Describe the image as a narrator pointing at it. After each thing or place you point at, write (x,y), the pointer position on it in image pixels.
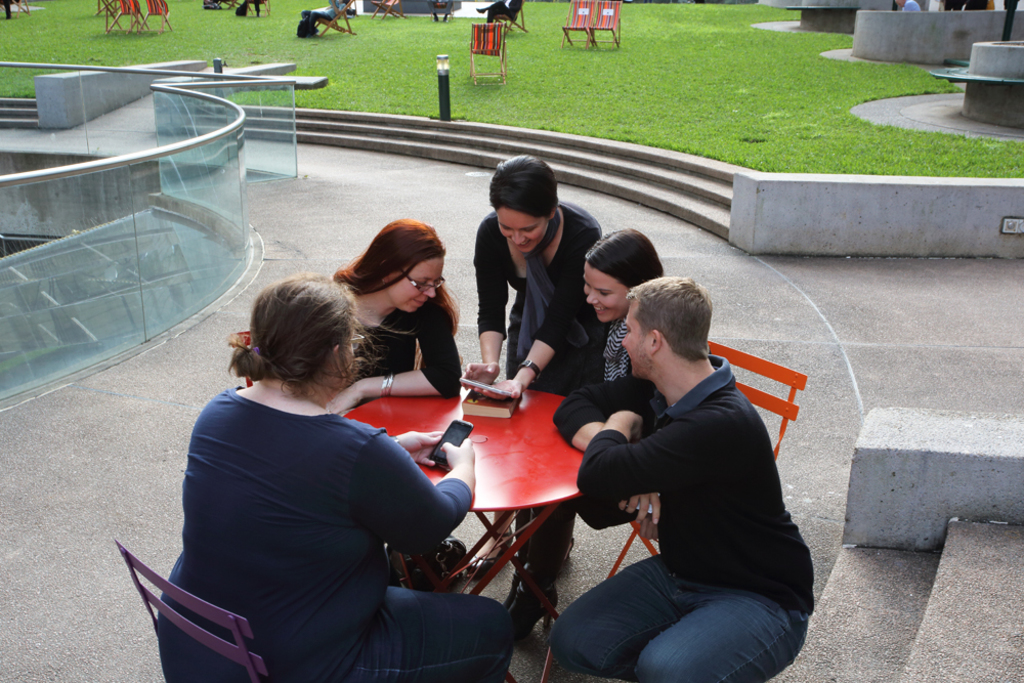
On the background of the picture (519,13) we can see hammock chairs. This is a fresh green grass (774,96). Here we can see few persons (440,498) sitting on chairs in front of a table (499,450) and on the table (503,428) we can see a book (500,414). This woman (526,375) is looking toward a mobile (489,385) which is in her hands (505,388). This is a mobile (455,443). This is a path (78,547).
